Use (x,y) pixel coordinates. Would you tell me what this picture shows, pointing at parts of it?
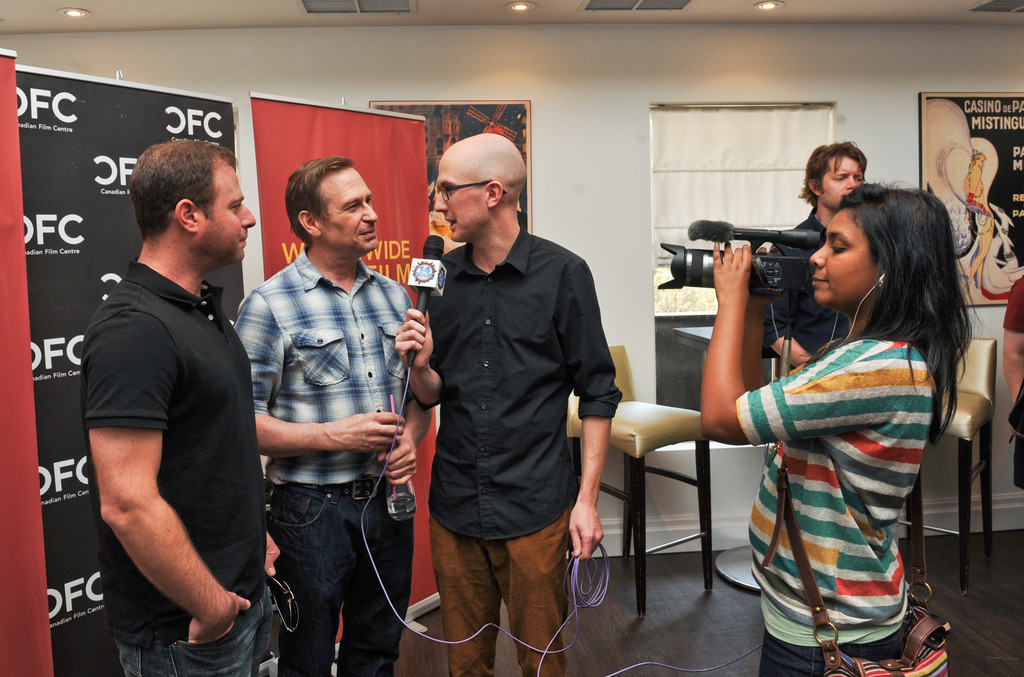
In the center of the image (538,377) there is a person (501,307) holding the mike (437,286). Beside him there are two people (360,443). On the right side of the image (827,463) there is a girl (868,273) holding the camera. Behind her there are two other people (1023,446). In the background of the image (987,512) there are chairs (697,481). There are banners (356,152). There are photo frames (527,134) on the wall (556,86). There is a glass window (690,305). On top of the image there are lights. At the bottom of the image (658,622) there is a floor (658,622).
